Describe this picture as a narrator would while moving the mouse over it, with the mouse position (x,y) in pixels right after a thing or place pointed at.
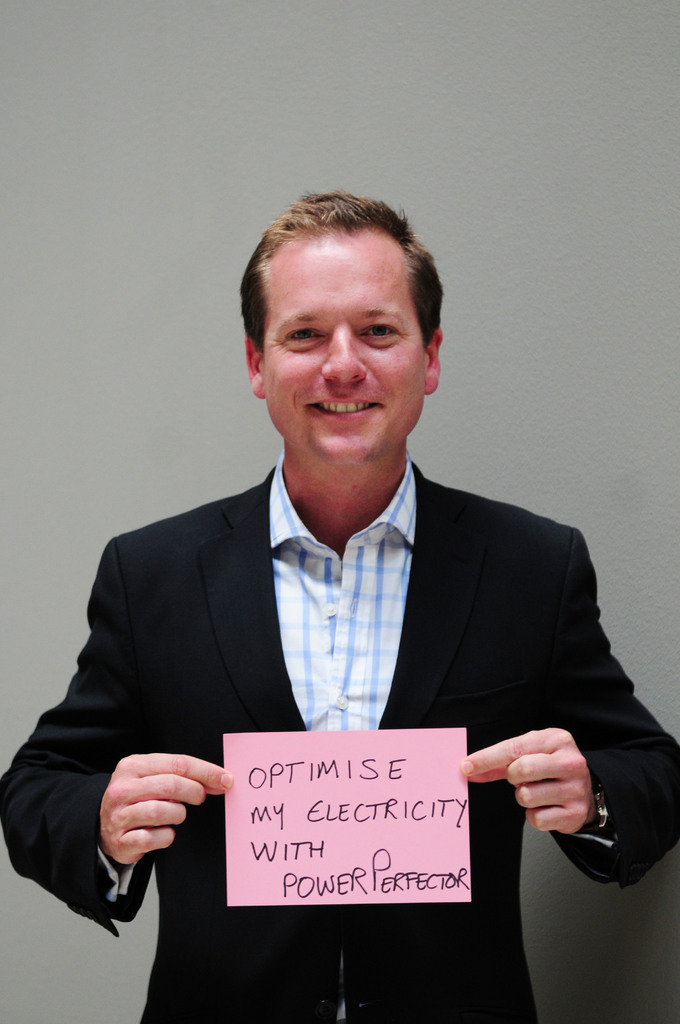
In this picture there is a person (497,628) wearing black suit (529,622) is standing and holding a paper (302,818) which has optimize my electricity with power perfector written on it.
